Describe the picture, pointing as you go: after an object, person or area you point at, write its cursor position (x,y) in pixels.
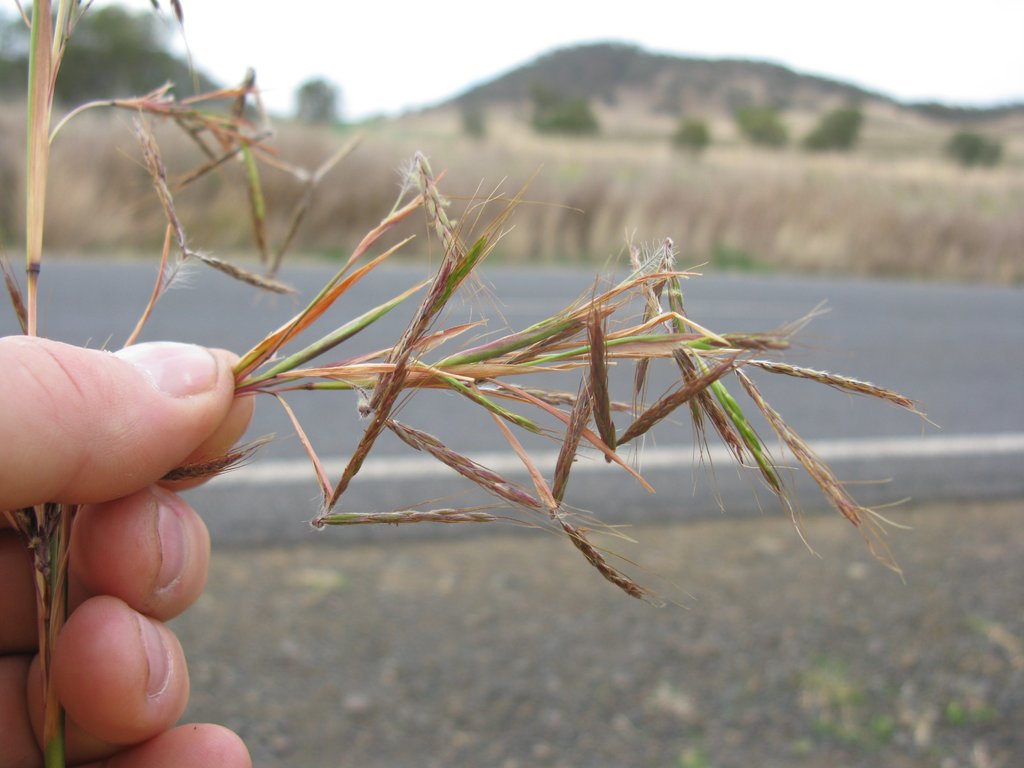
This image consists of a person's hand (95,461) on the left side (120,486). They are holding grass plant (408,365). There are trees (65,98) at the top (538,99). There is sky (450,9) at the top (538,48).
